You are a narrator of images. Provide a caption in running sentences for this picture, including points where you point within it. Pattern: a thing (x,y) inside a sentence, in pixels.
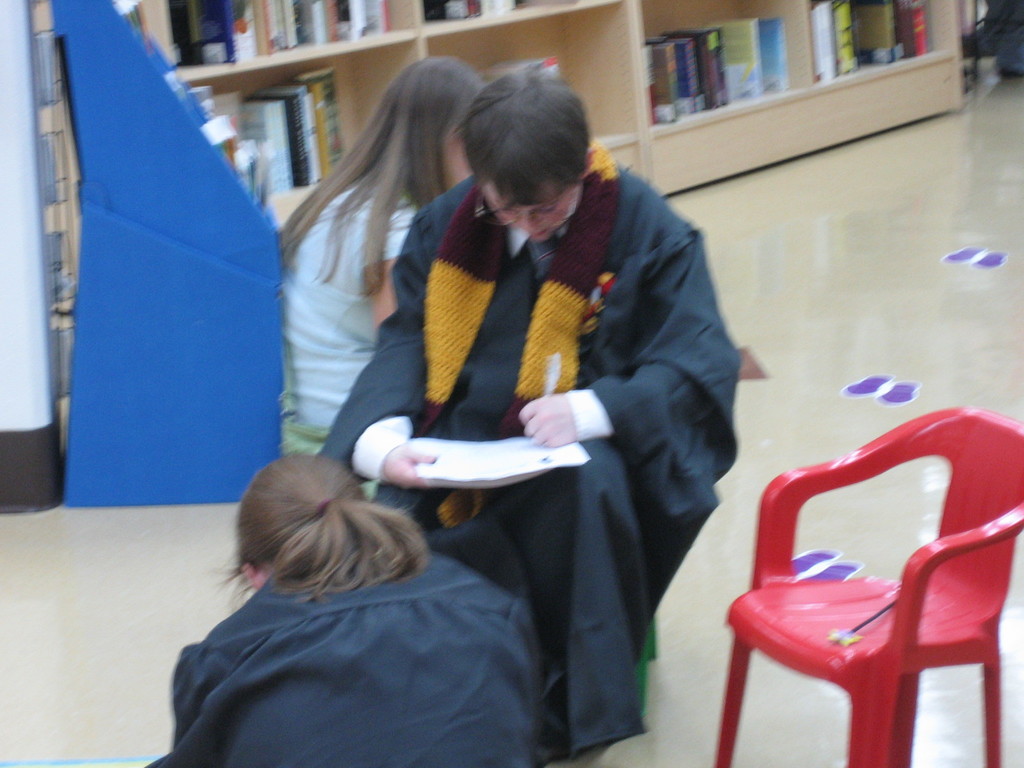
In the given image we can see there are three persons (396,322) sitting. This is a chair (845,607), wooden shelf (674,144), books (687,41) and floor (795,247).
